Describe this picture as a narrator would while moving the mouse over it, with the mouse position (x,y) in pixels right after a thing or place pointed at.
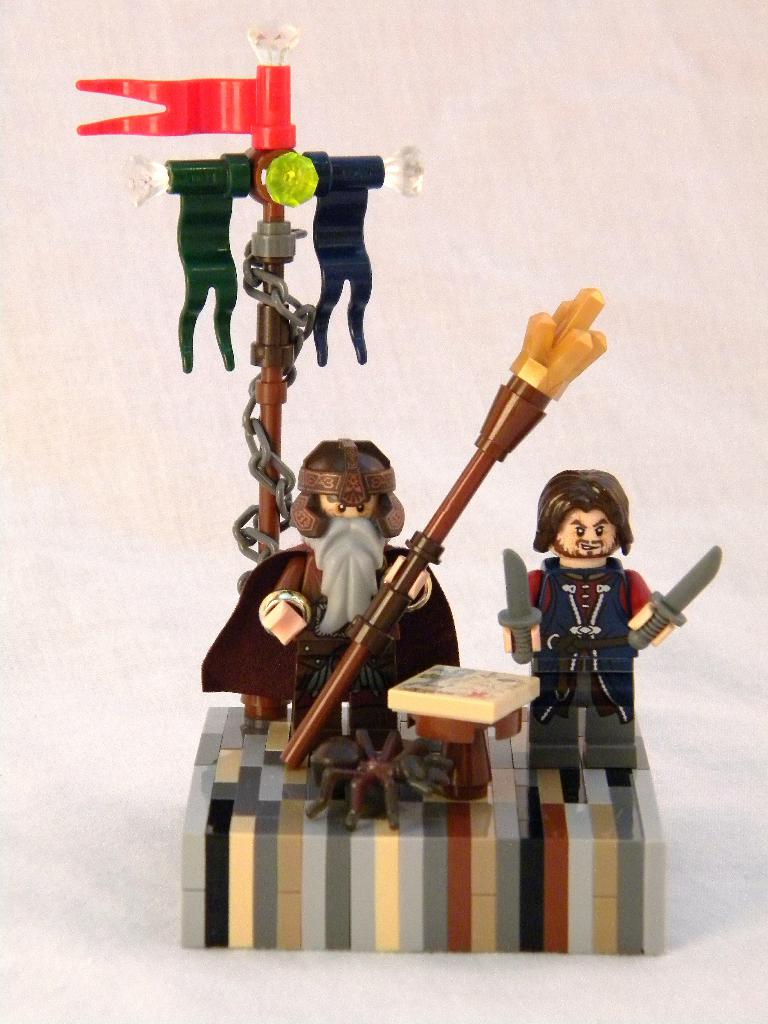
In this image I can see a toy (609,713) which has flags (210,185) and there is a white background (452,175).
